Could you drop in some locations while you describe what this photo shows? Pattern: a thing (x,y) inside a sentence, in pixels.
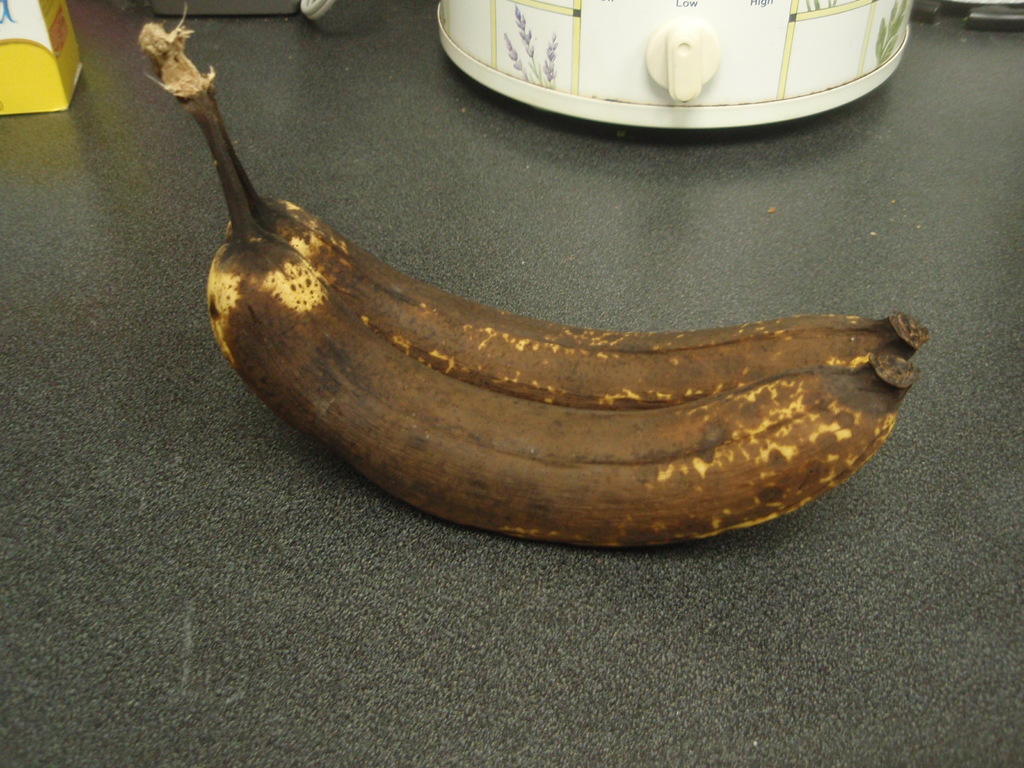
In this image I can see a banana (161,71) in yellow and brown color on some surface (560,720). Background (502,19) I can some object (578,12) in white color.
